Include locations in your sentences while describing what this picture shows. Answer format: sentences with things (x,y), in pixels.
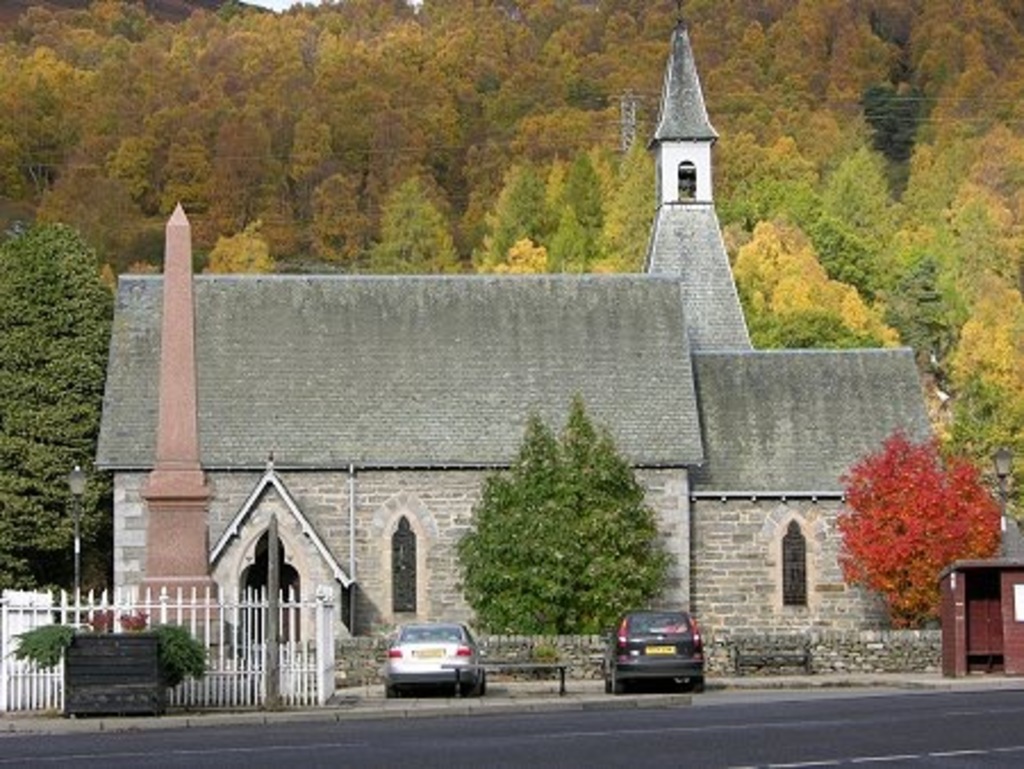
In the picture there is a church (602,349) and in front of that there are two vehicles (612,648) and two trees (623,526). In the background (219,117) there are plenty of trees (492,76).
